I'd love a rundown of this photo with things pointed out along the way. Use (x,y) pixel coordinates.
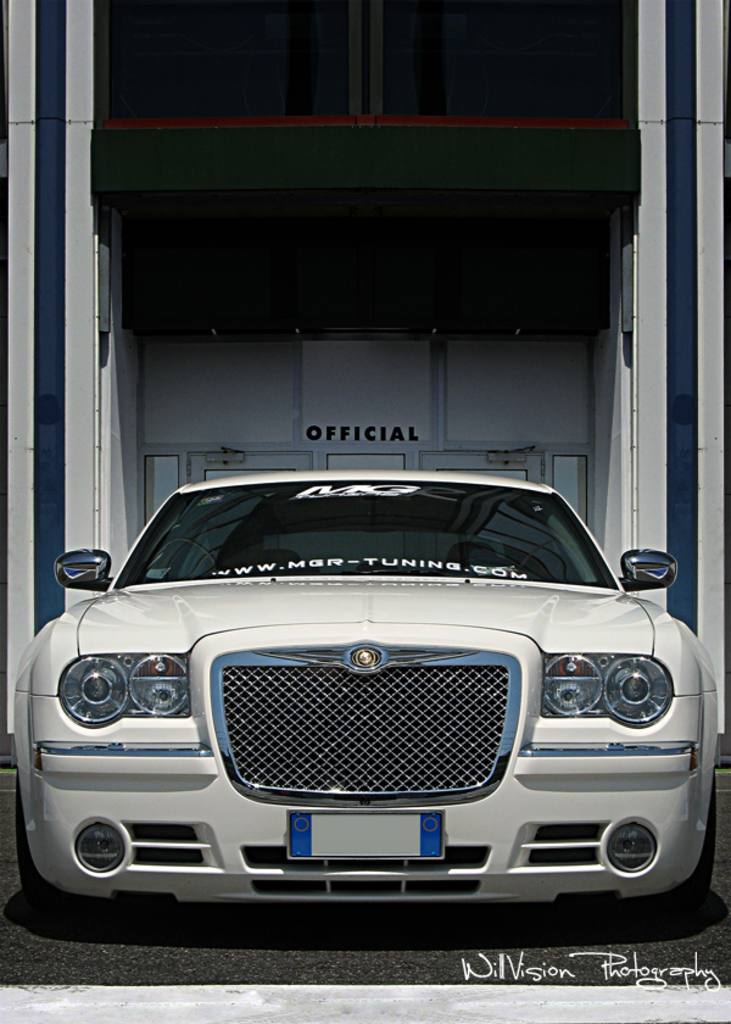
In this picture there is a car (386,710) which is white in colour in the center (308,679). In the background (364,372) there is a partition (392,342) and the text official (371,439).
